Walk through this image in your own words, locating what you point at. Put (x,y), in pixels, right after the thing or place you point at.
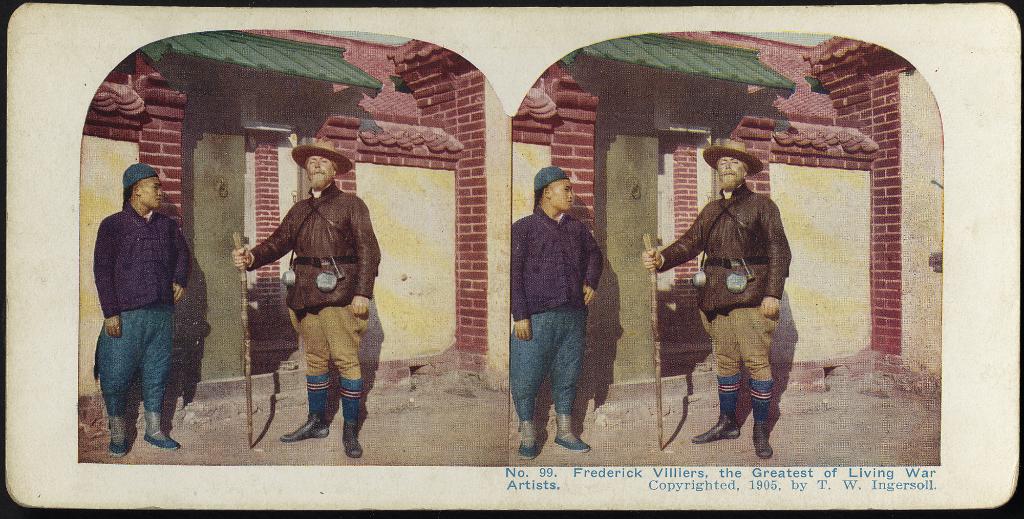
In the picture we can see a photograph (17,268) of two images (638,319) which are same on it, we can see two men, one man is standing with a stick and wearing a hat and another man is wearing a jacket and a cap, in the background (134,87) we can see a house wall (812,271) with some brick design (149,86) to it.
